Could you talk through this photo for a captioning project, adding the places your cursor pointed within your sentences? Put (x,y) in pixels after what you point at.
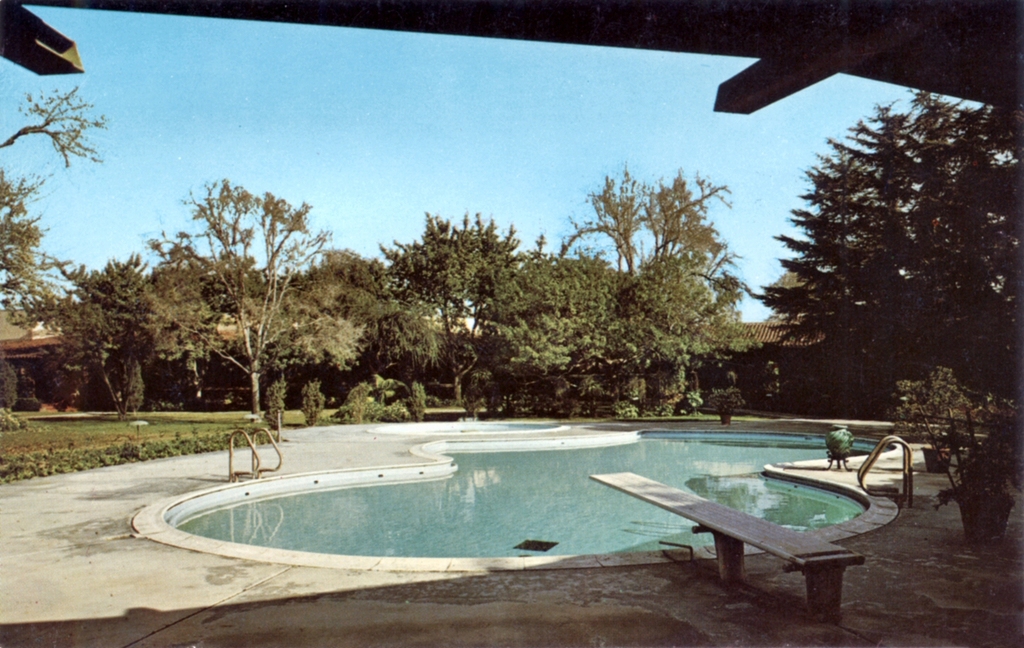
In this image there is a swimming pool (522,457), swimming pool diving board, plants (656,397), grass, house (773,359), trees (194,336), sky (621,145).
